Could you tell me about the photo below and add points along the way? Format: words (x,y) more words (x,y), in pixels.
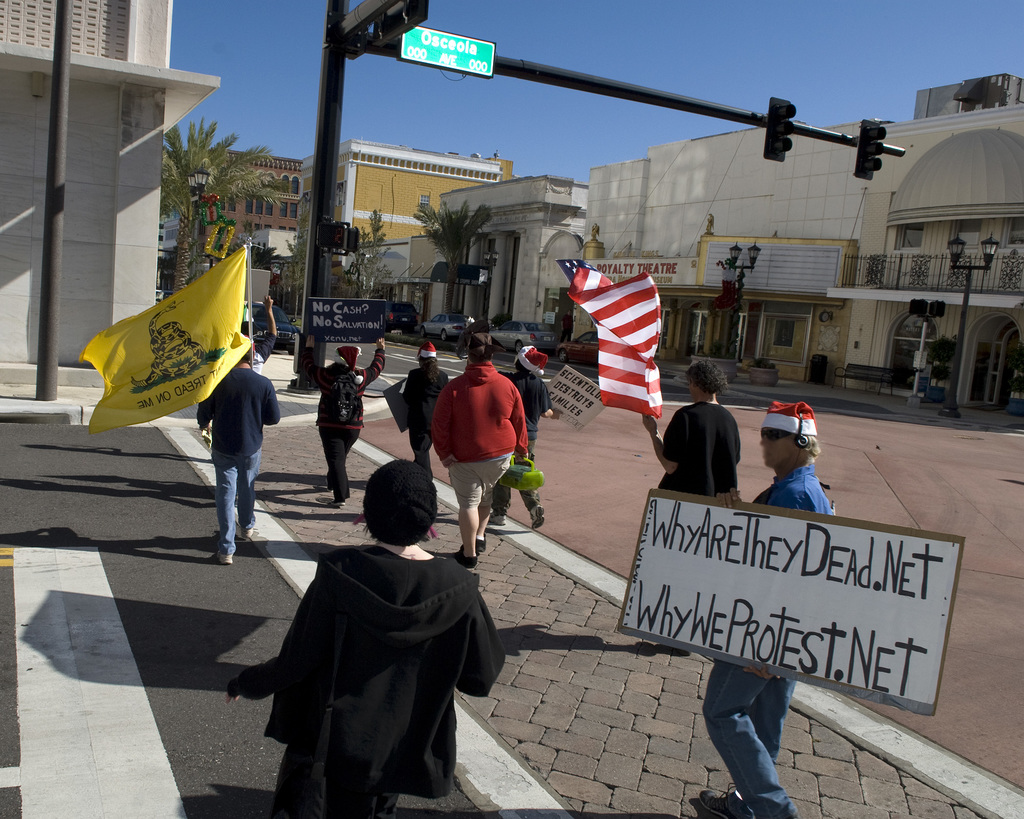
This picture is clicked in the city. Here, we see people (373,666) holding boards (725,590) and flags (143,323) are walking on the crosswalk (556,603). The man (771,683) wearing blue shirt (783,505) is holding white board (726,541) with some text (797,619) written on it. We even see people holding flags (230,350) which are in yellow, red, white and blue color. In front of them, we see traffic signal (364,27) and on either side of the road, we see buildings (13,119) and street lights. We even see trees (219,165). At the top of the picture (599,110), we see the sky (802,55).
